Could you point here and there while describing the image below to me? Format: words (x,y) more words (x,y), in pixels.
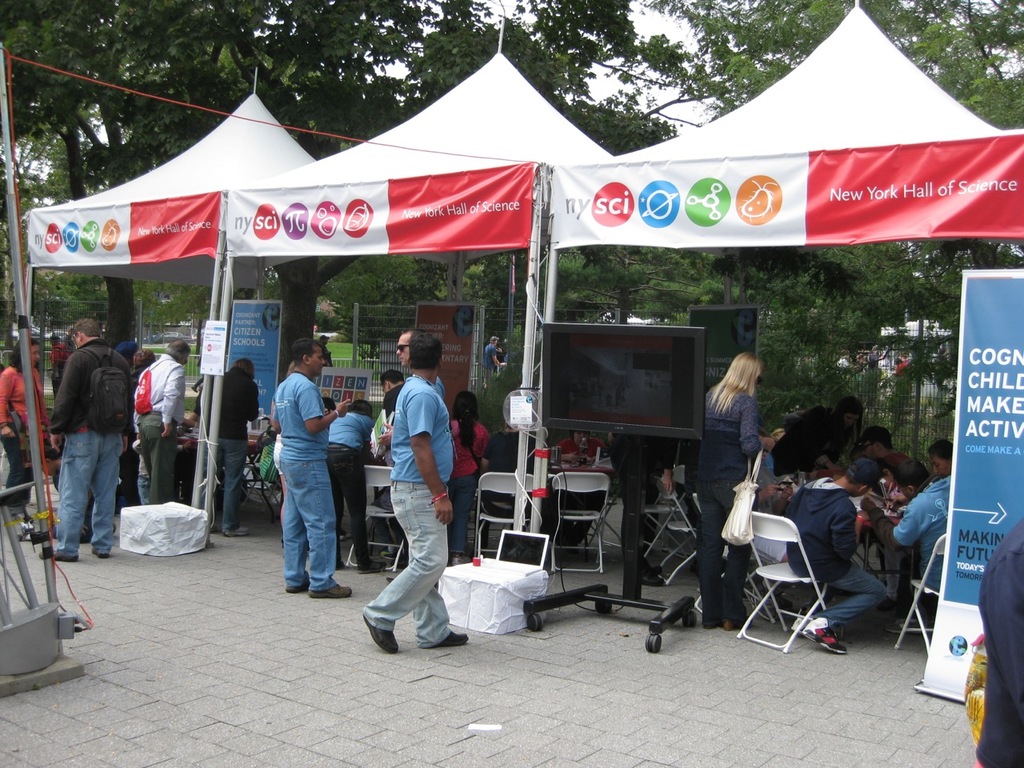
In this image I can see few people (419,491) standing. There are canopies (32,242) and there are chairs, banners (721,368) and a screen (670,412). There are trees (517,358) at the back (405,302). There is sky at the top (382,62).
